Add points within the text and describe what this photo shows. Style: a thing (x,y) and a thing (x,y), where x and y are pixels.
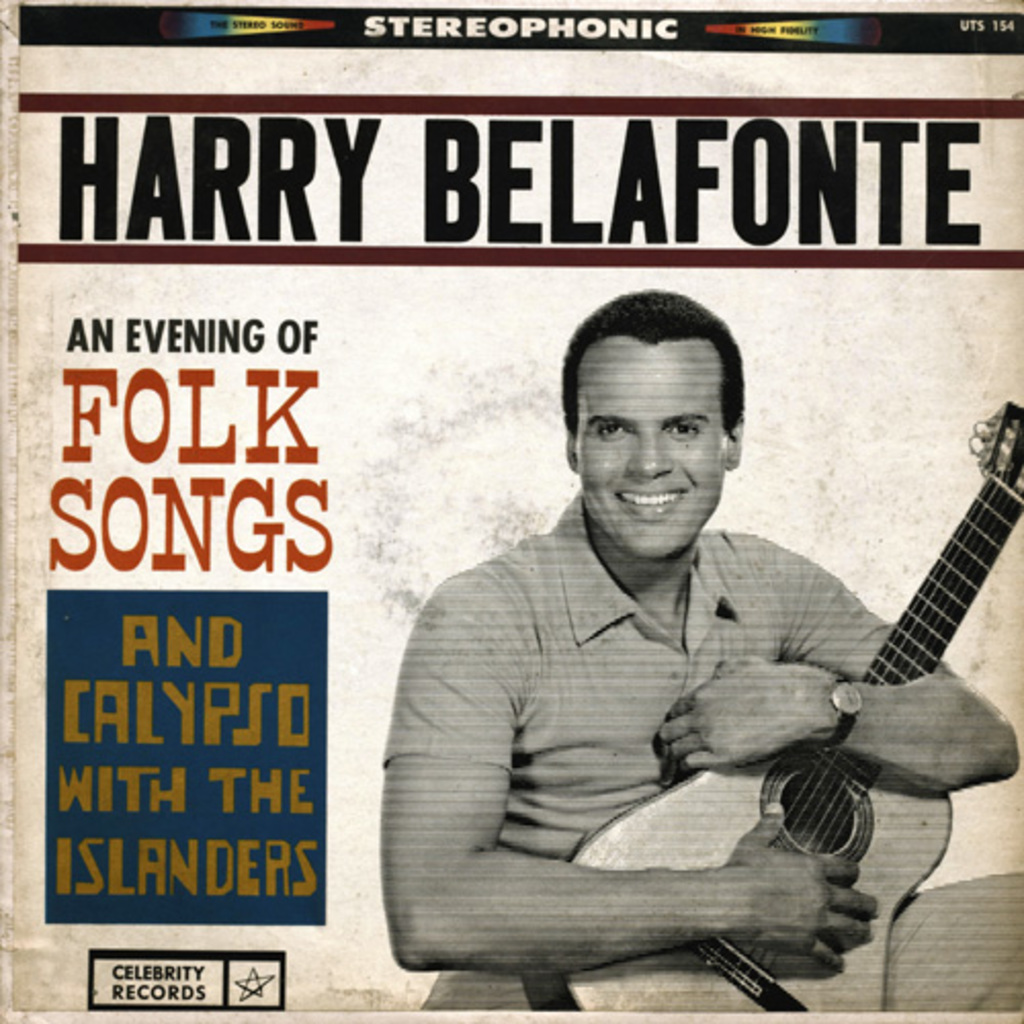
It is a poster (400,469). In this poster (558,651) there is a person (631,780) holding the guitar (960,567) and we can see some text (430,153) on the image.
